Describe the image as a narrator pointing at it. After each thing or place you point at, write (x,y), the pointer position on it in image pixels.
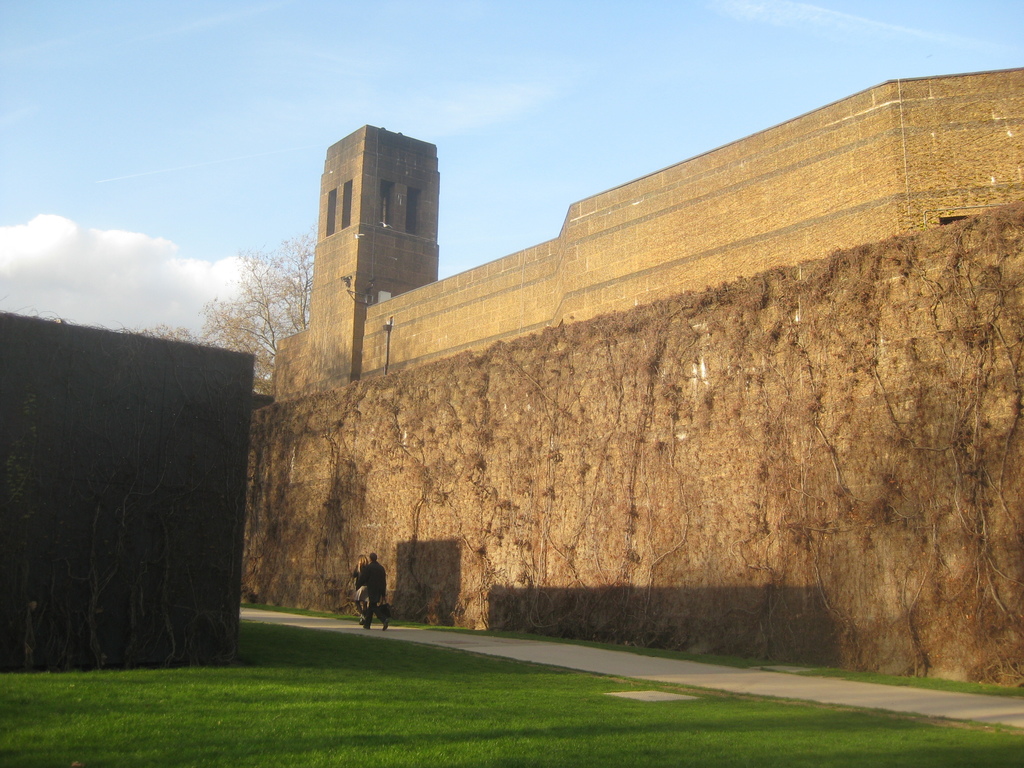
There is a grass lawn (286,651). Near to that there is a wall (103,535) with something (96,534) on that. On the right side (700,671) there is a road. On the road (591,650) two persons (365,581) are walking. Also there is a wall (391,448). In the back (327,108) there are trees (230,304) and sky (592,60).
